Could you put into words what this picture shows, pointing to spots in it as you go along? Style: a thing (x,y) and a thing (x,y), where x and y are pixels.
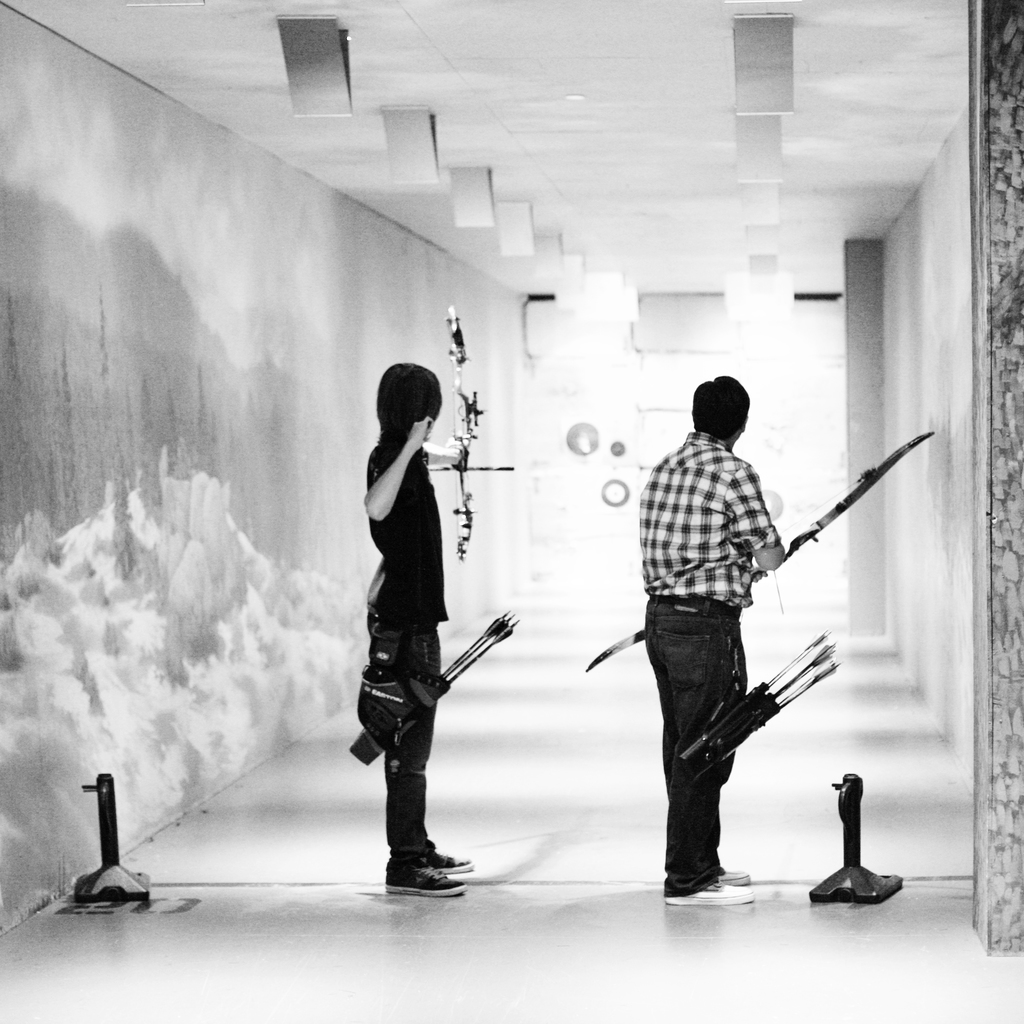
In this picture we can see two men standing in the corridor (484,696) and holding the bow (483,417) and arrow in the hand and aiming on the target (591,450).
